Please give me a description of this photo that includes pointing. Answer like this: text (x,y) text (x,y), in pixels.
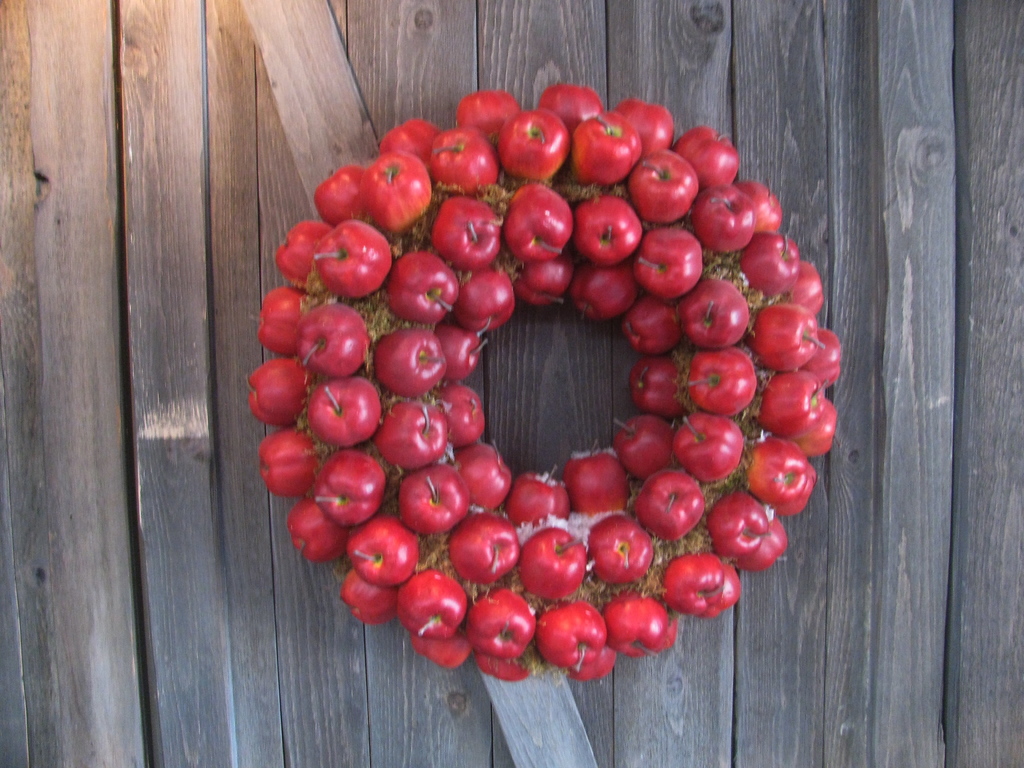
In this picture I can see the apples (538,218) which are in the center (673,277) and they're on the wooden surface (209,474).
